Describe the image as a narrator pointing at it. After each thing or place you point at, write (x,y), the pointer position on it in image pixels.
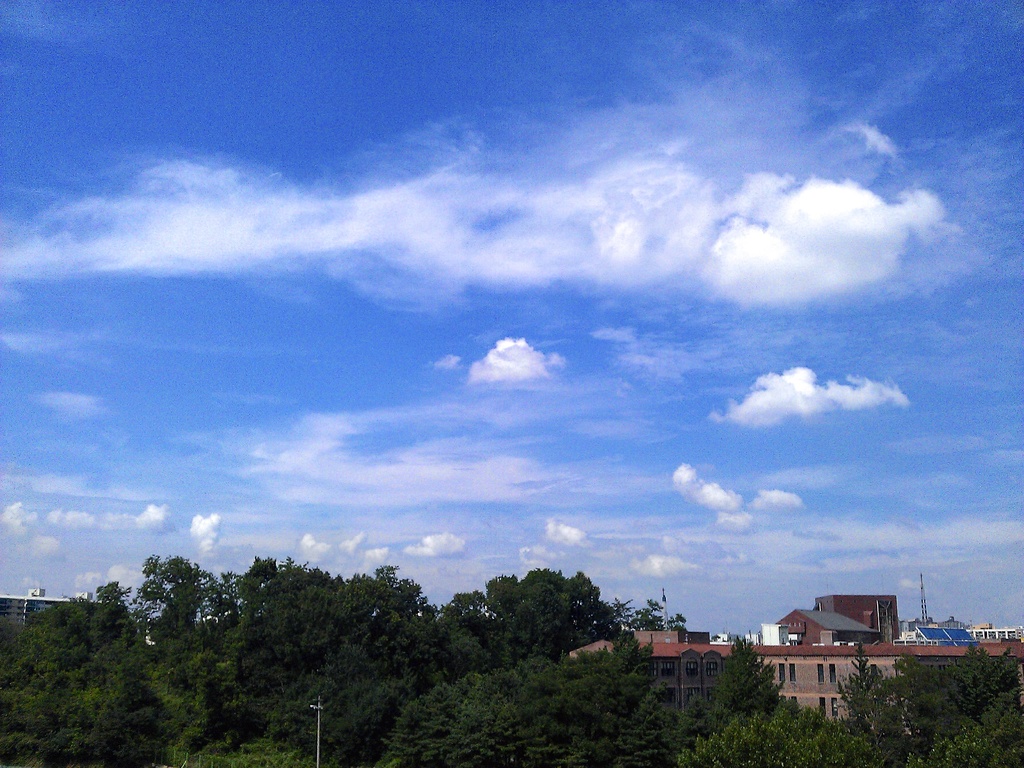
In this image there are trees (568,691), poles (667,620), buildings (821,641). In the background of the image (787,603) there is sky (457,294).
